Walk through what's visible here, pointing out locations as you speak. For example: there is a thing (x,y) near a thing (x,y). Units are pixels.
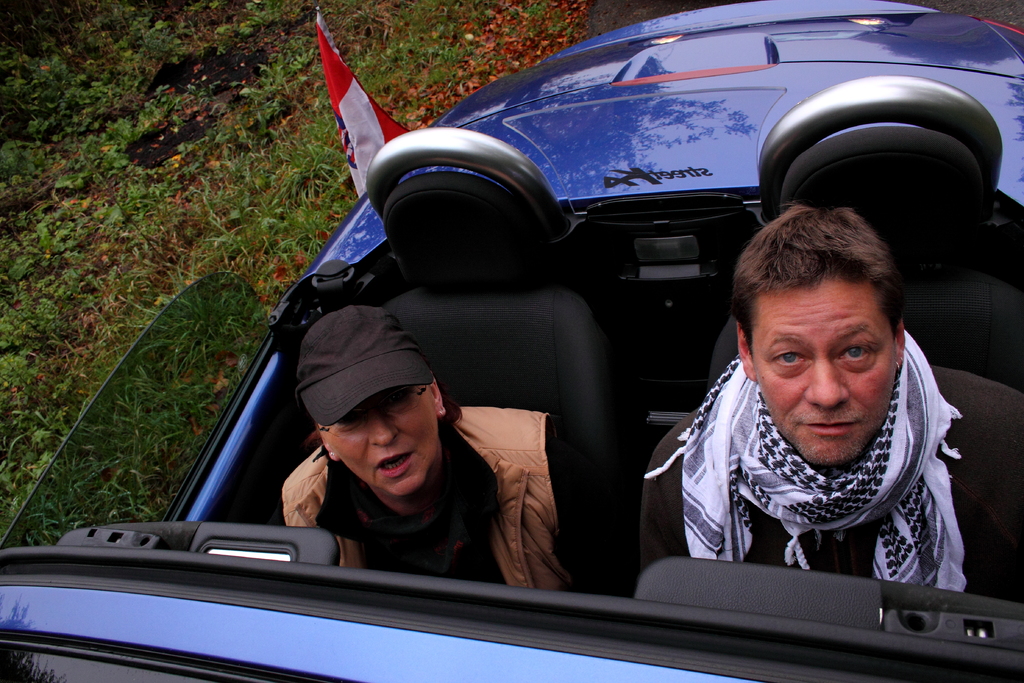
There is a women (461,454) wearing a cap (371,351) and jerkin (483,456) and a man (804,477) with muffler (897,499) sitting on a car (638,448). This car (519,601) is of blue color. At background (358,138) I can see a flag (363,101). I think this is attached to the car (544,116). And I can see grass (113,189) and small plants (262,179) at the left corner of the image (149,75).
